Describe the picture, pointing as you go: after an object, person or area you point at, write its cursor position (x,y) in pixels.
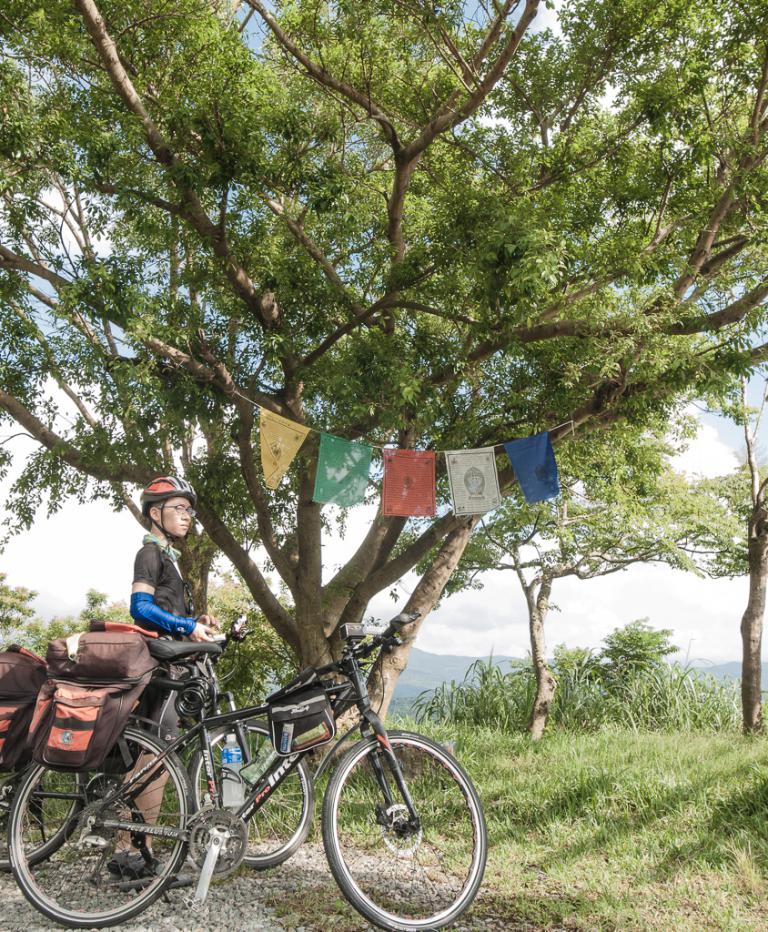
At the bottom (210,923), we see the grass (290,908) and the stones (233,924). On the left side (236,807), we see the bicycles (408,812) and a boy (164,564) is standing. He is wearing the spectacles (181,514) and a helmet (181,497). In the middle (506,397), we see a tree (384,382) and the clothes (276,419) or flags (278,454) in yellow, green, red, white and blue color. There are trees (565,659), hills (553,665) and the sky (518,629) in the background (496,619).
